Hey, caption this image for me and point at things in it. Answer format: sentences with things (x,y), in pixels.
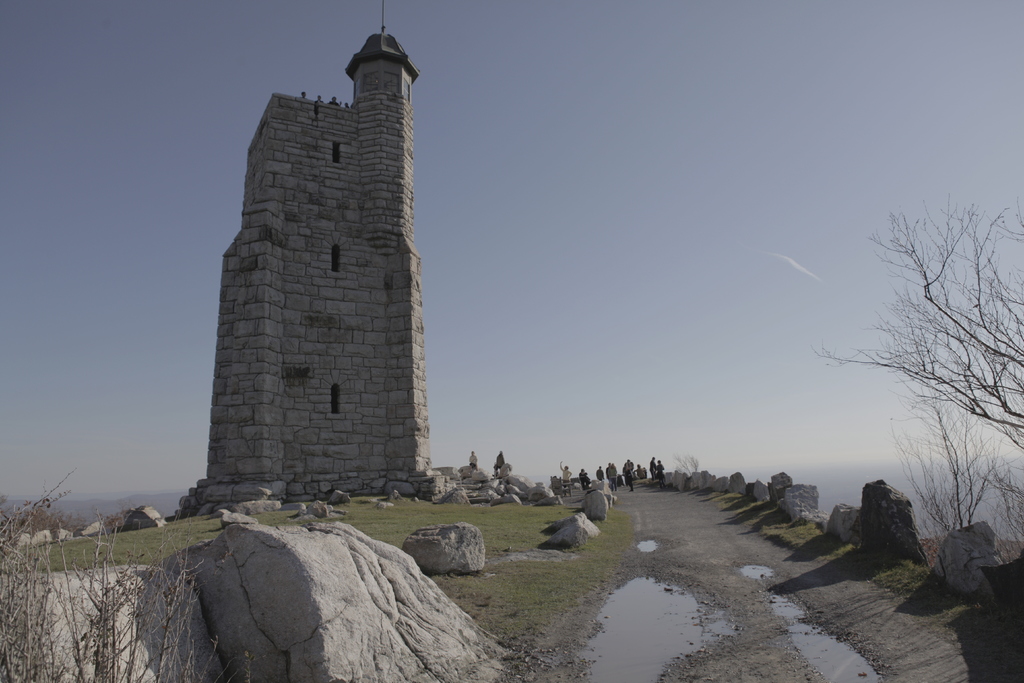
In this picture it is looking like a building (324,398) and on the right side of the building (329,450) there are groups of people (499,458), rocks (498,479) and trees (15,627). Behind the building (304,251) there is a sky (611,206).
